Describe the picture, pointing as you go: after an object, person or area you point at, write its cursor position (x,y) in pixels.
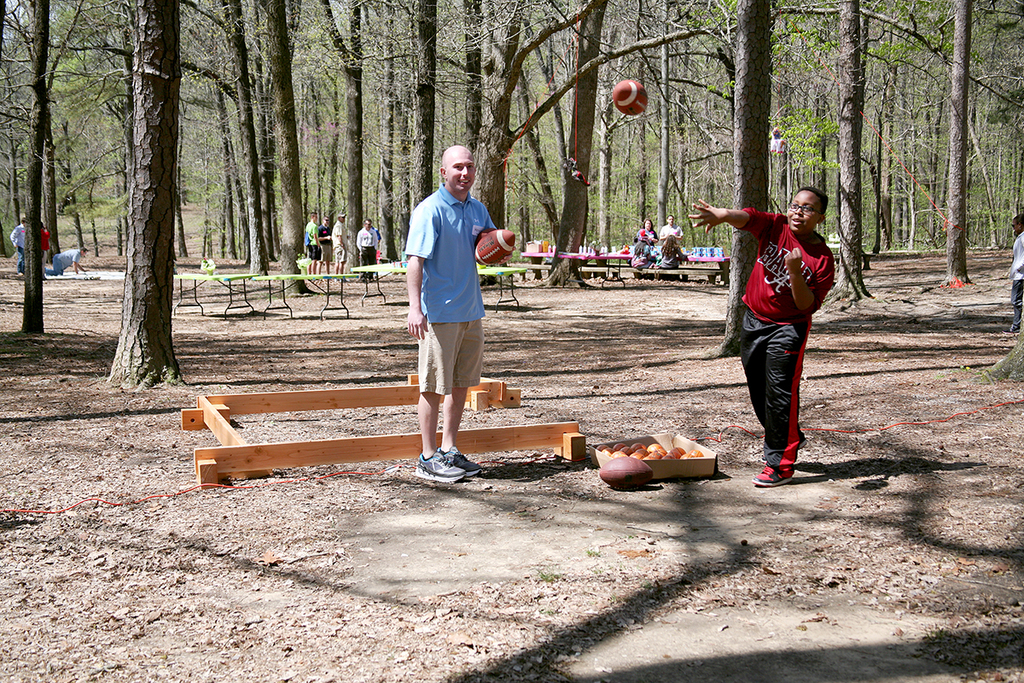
In this image we can see two people (816,219), one among them is throwing a ball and the other one is holding, on ground (606,486) there are a few other objects (258,453) and behind them there are trees (279,222), a group of people (337,234) and tables (380,285).
